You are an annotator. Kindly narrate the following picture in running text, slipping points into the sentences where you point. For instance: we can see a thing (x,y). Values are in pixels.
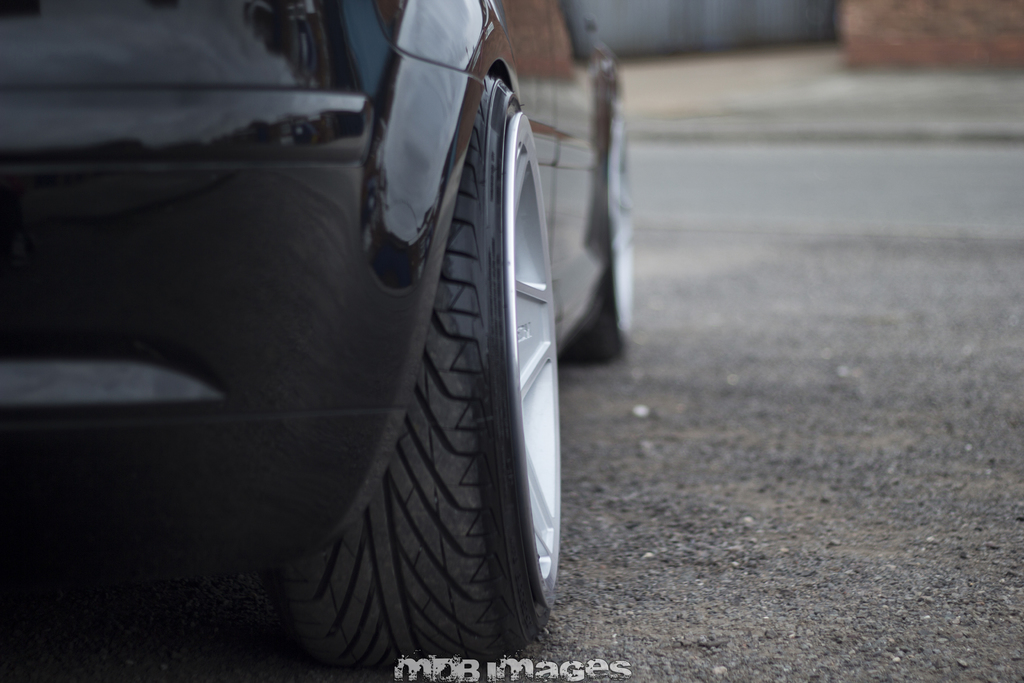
In this picture I can observe a car (320,239) on the road (651,474). In the bottom of the picture (411,665) there is a watermark (475,660). The car (448,353) is in black color. The background (809,167) is blurred.
